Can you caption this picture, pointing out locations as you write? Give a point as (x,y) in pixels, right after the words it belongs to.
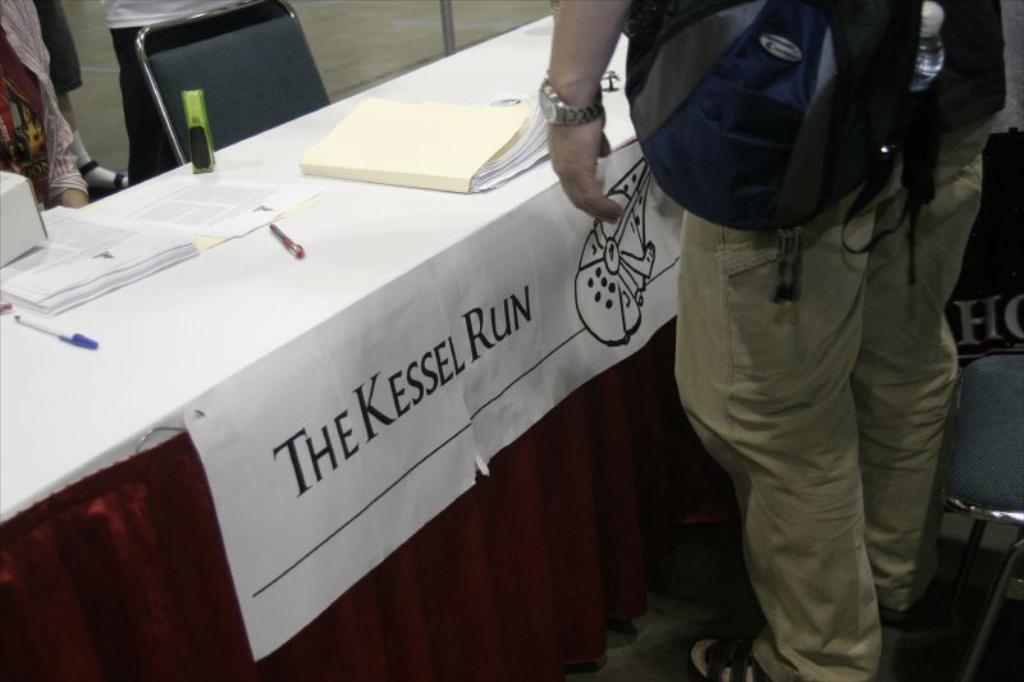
In this picture we can see the half image of the man (834,583) wearing cream color pant (752,262) and backpack (805,149). Behind there is a table (96,501) with some books (488,116) and papers (103,272). In the background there is grey color chair (264,72).
